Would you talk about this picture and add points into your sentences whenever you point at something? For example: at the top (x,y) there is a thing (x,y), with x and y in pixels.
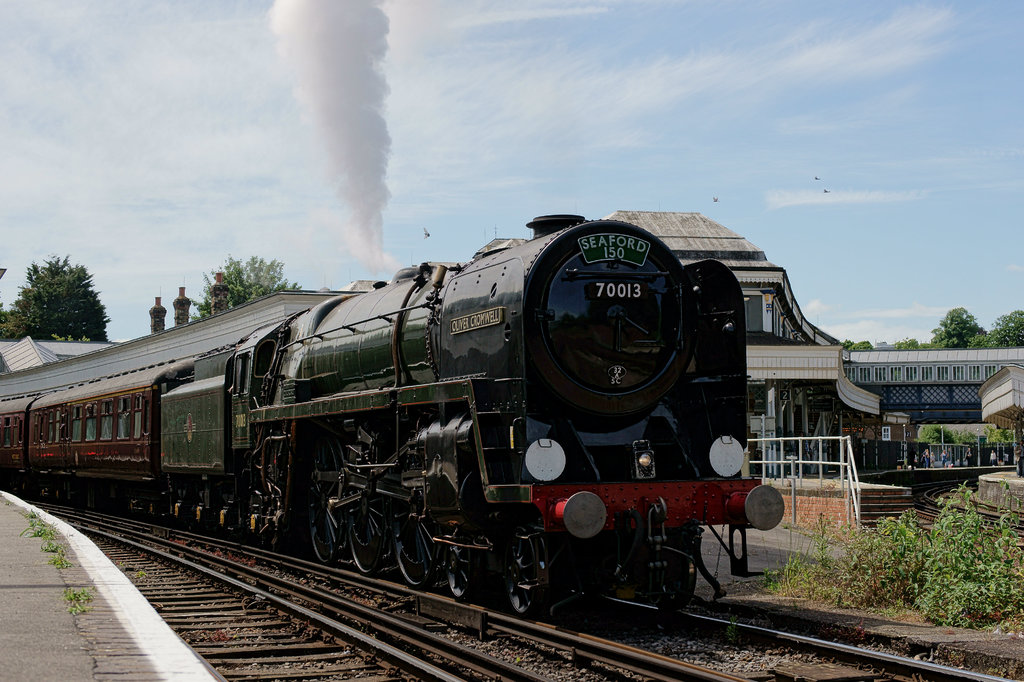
In the picture I can see a steam engine (356,547) is moving on railway track (694,668), here we can see the platform (89,615), smoke (348,38), plants (963,526), fence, house (758,380), trees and the blue color sky (466,190) with clouds (76,228) in the background (601,173).
